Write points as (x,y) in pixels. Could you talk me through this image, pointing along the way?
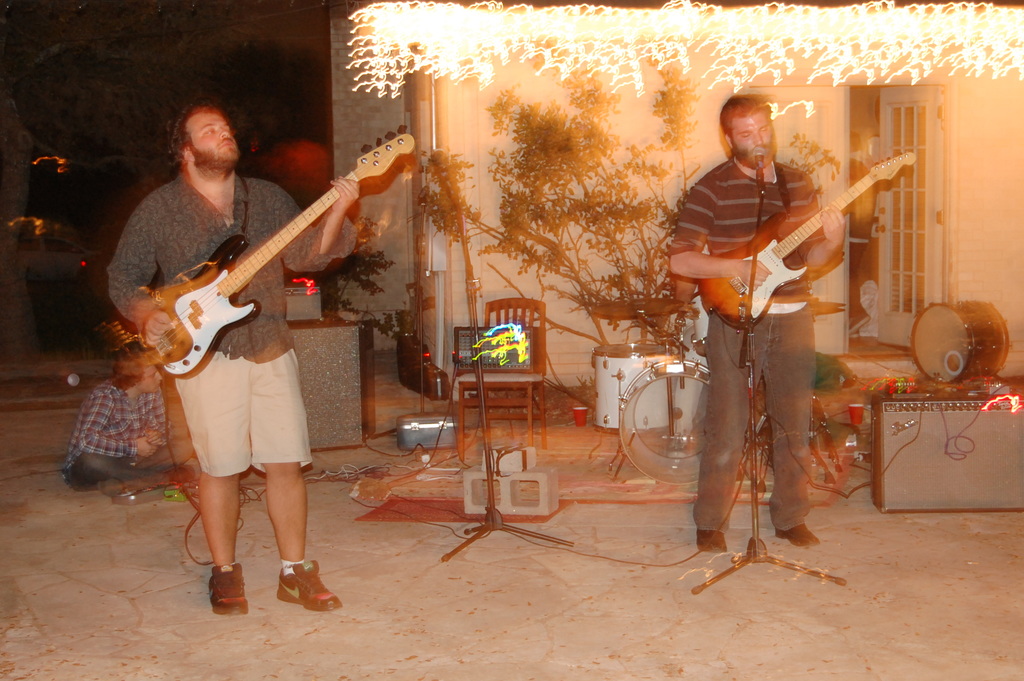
In this image there are two persons (272,270) who are playing musical instruments (247,280) and at the background (524,249) there is a plant (513,101) and lights (739,11).
